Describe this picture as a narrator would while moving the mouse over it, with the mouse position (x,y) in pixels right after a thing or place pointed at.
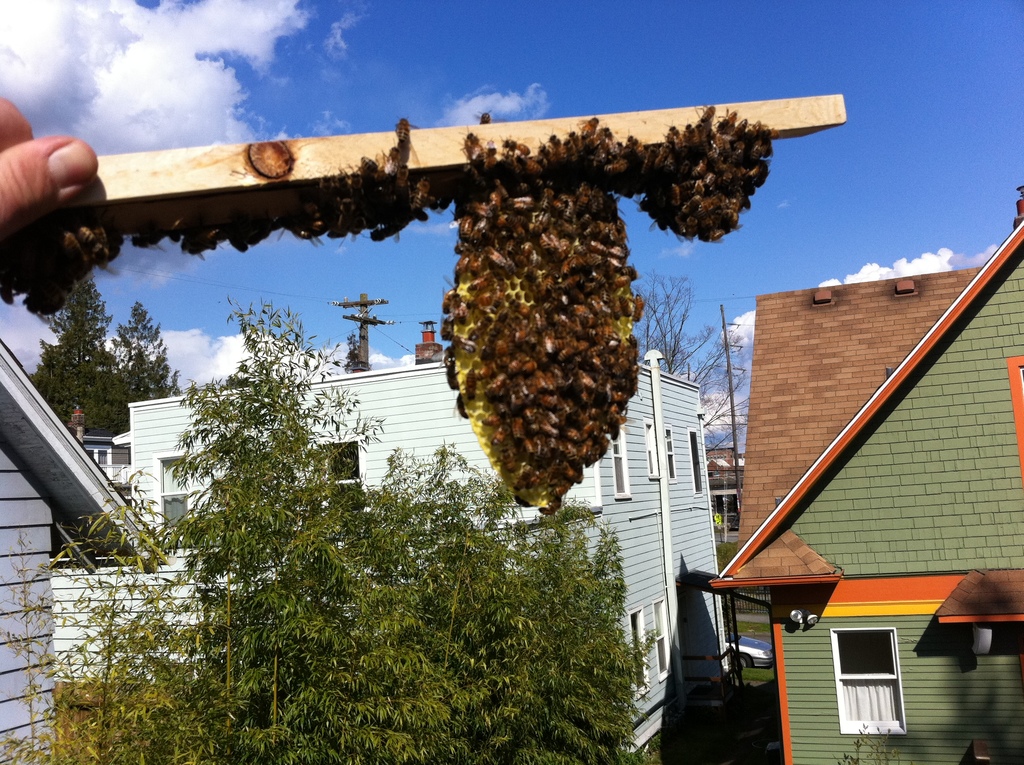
In this picture I can see a person (43,204) holding a wooden stick (446,153) with honey combs (588,198) and honey bees (653,207) to it, there are trees (247,537), houses (1016,580), poles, cables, a vehicle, and in the background (77,99) there is sky (547,89).
